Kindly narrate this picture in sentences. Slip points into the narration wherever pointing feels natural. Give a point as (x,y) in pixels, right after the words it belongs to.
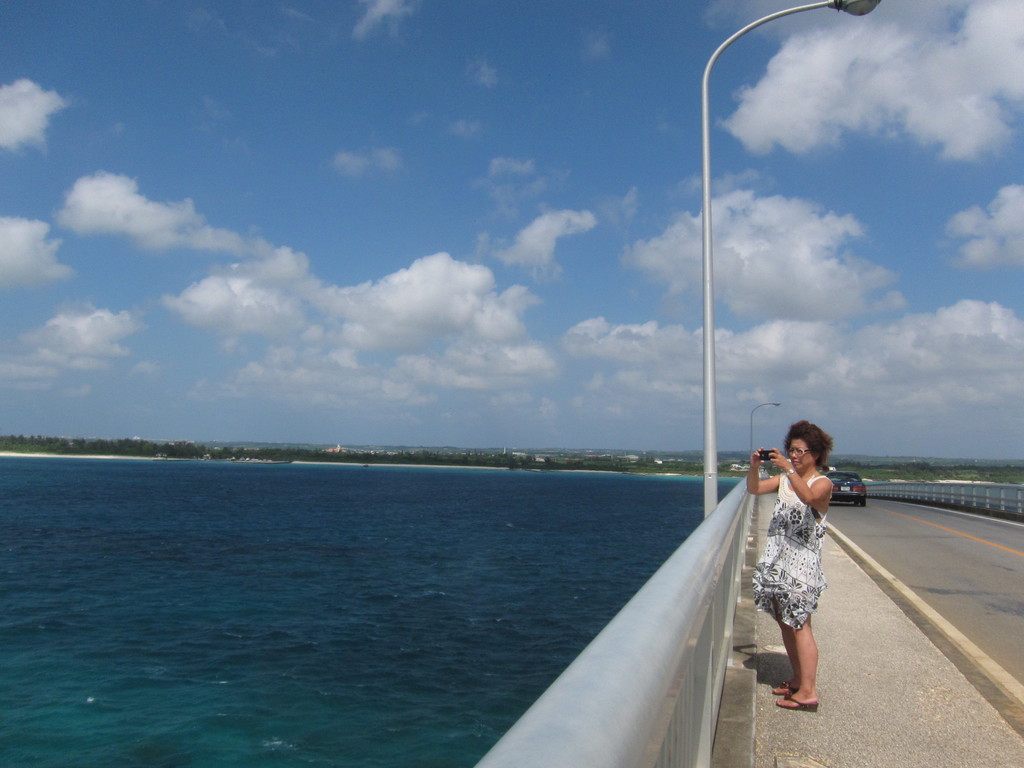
This is an outside view. On the right side (861,500) there is a car (843,494) on the road (890,554). A woman (791,521) is standing on the footpath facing towards the left side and holding a mobile (765,455) in the hands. On both sides of the road (924,511) there are few light poles (707,348) and railings (701,591). On the left side (264,541), I can see the water (171,573). In the background (210,459) there are many trees (441,459) and buildings (390,452). At the top of the image (330,201) I can see the sky (351,219) and clouds (386,298).
